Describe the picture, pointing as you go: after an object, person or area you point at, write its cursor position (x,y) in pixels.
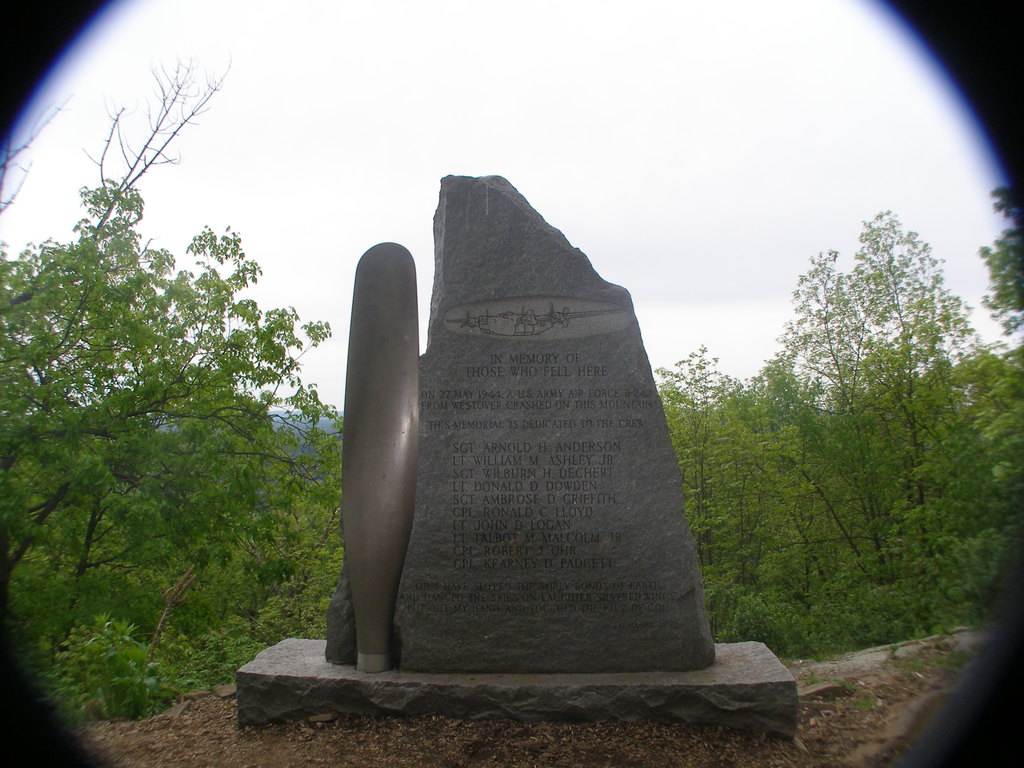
Here we can see stone (417,649). In the background (170,664) we can see trees (747,412) and sky (650,184).
